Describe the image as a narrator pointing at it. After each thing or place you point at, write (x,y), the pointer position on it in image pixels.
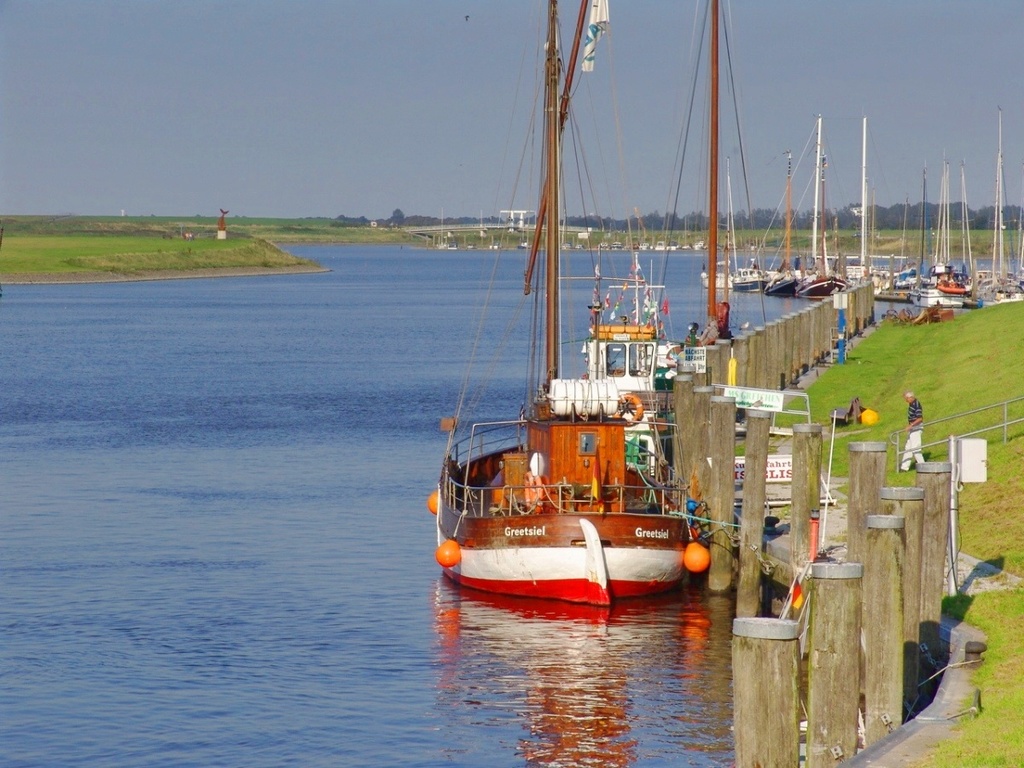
In this picture we can see a person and a bench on the ground (967,488), here we can see boats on water (340,510) and in the background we can see trees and the sky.
